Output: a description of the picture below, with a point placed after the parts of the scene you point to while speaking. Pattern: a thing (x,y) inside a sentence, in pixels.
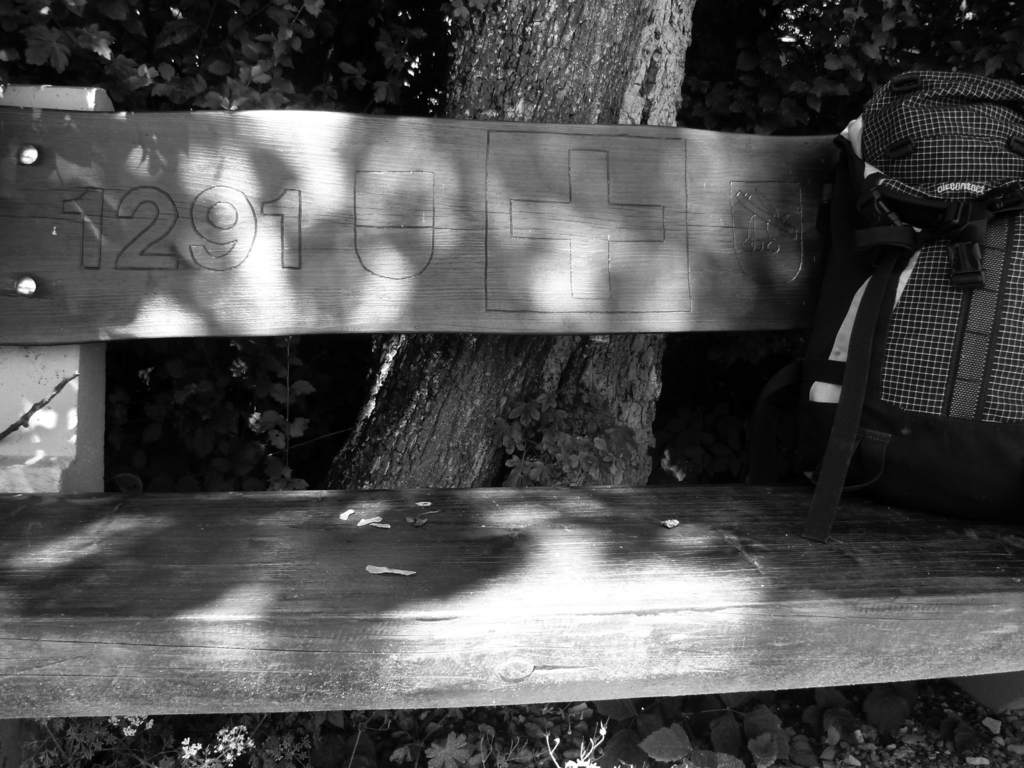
In this image I can see a wooden bench (509,520). On the bench (687,289) I can see an object (908,376). In the background (174,26) I can see a tree (409,456) and plants (568,722). This picture is black and white in color.
